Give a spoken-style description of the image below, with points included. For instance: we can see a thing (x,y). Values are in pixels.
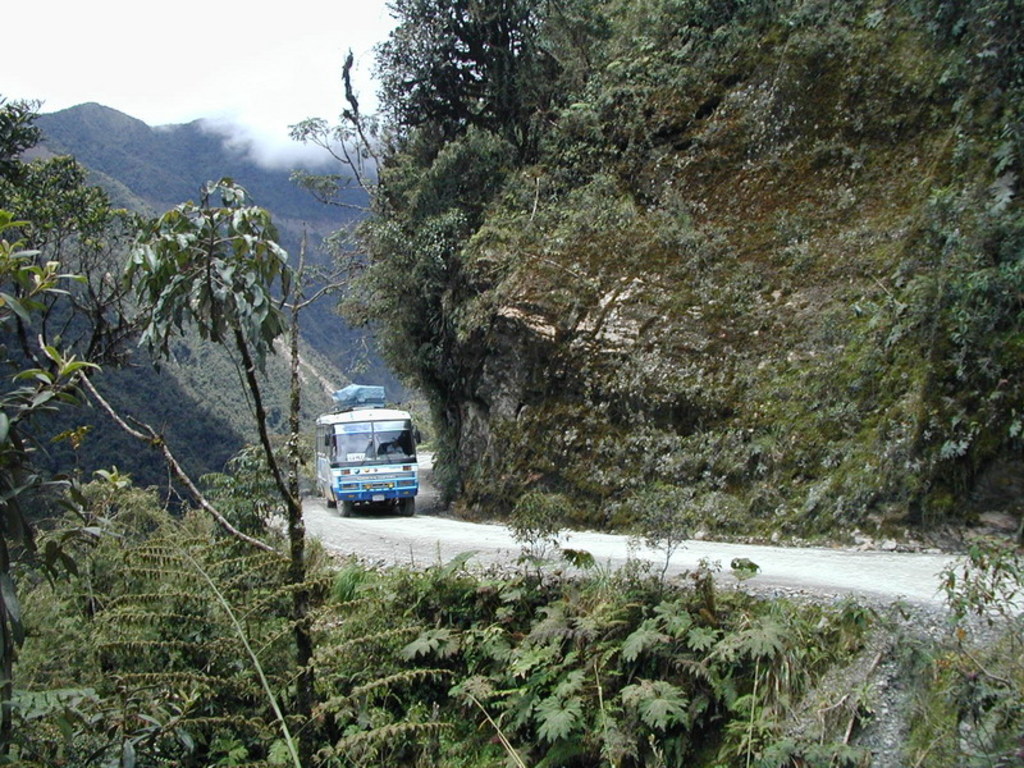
In this image there is a bus (349,515) in middle of this image (358,475) and there are some trees (15,532) at left side of this image (158,612) and right side of this image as well. There are some mountains (226,353) in the background (209,361) and there is a sky (251,114) at top of this image (246,85).
